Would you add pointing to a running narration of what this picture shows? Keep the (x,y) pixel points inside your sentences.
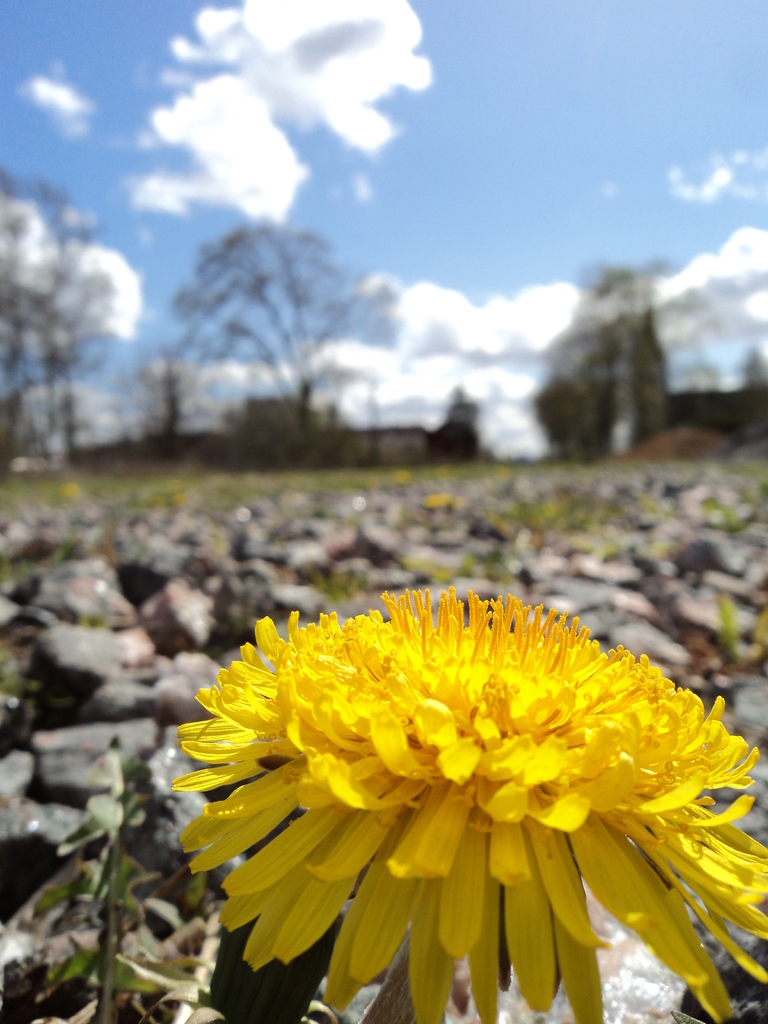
This image is taken outdoors. At the top of the image (214,151) there is the sky (148,302) with clouds (470,335). In the background (619,406) there are a few trees (658,385). At the bottom of the image (434,857) there is a flower (346,780) which is yellow in color. In the middle of the image (304,551) there are many stones (72,617).
